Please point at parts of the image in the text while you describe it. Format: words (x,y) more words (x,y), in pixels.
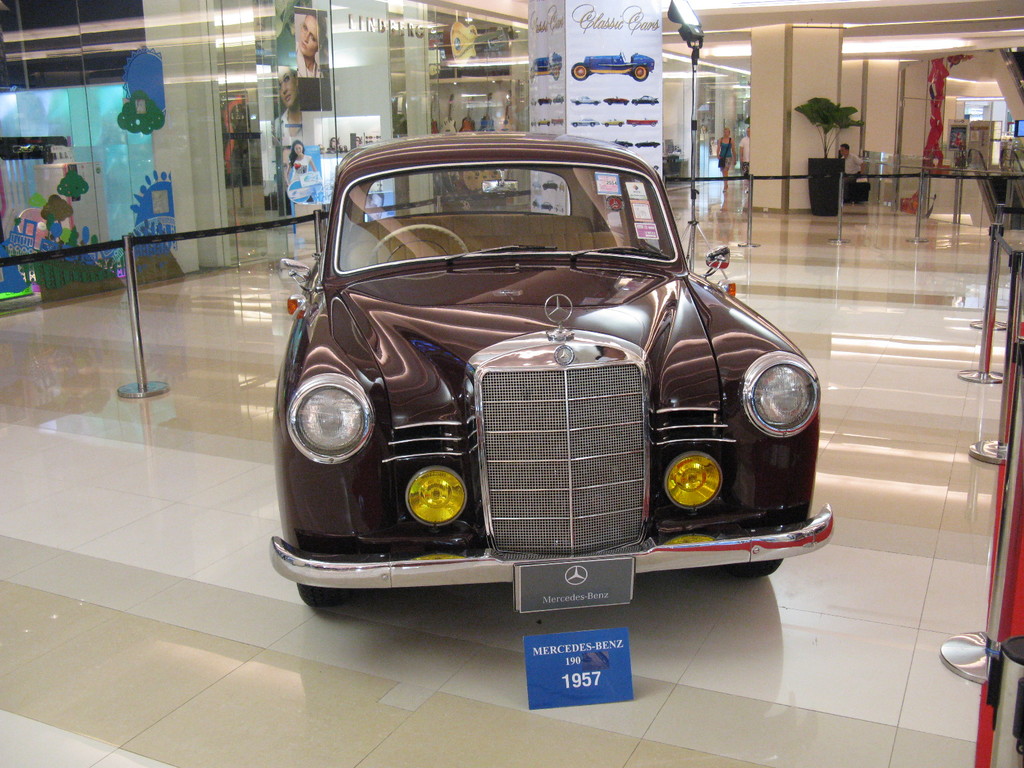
In this image we can see a car (719,254) on the floor (929,297), rope and pole barriers (927,183), light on a stand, plants (848,119), posters (323,61) on the glasses (364,93), objects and lights (716,51) on the ceiling (716,51).
